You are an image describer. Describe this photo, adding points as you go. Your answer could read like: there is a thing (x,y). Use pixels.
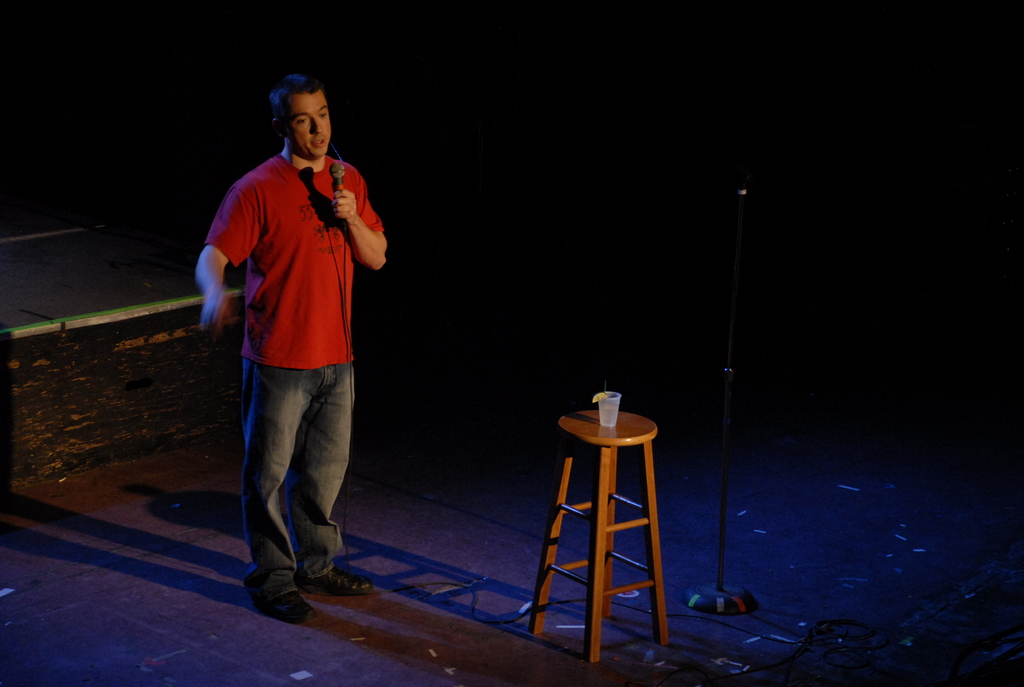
In this image we can see a person (323,287) holding a mic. There is a table (651,431) on which there is a glass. There is a mic stand (744,176). At the bottom of the image (375,649) there is a floor (554,425).
